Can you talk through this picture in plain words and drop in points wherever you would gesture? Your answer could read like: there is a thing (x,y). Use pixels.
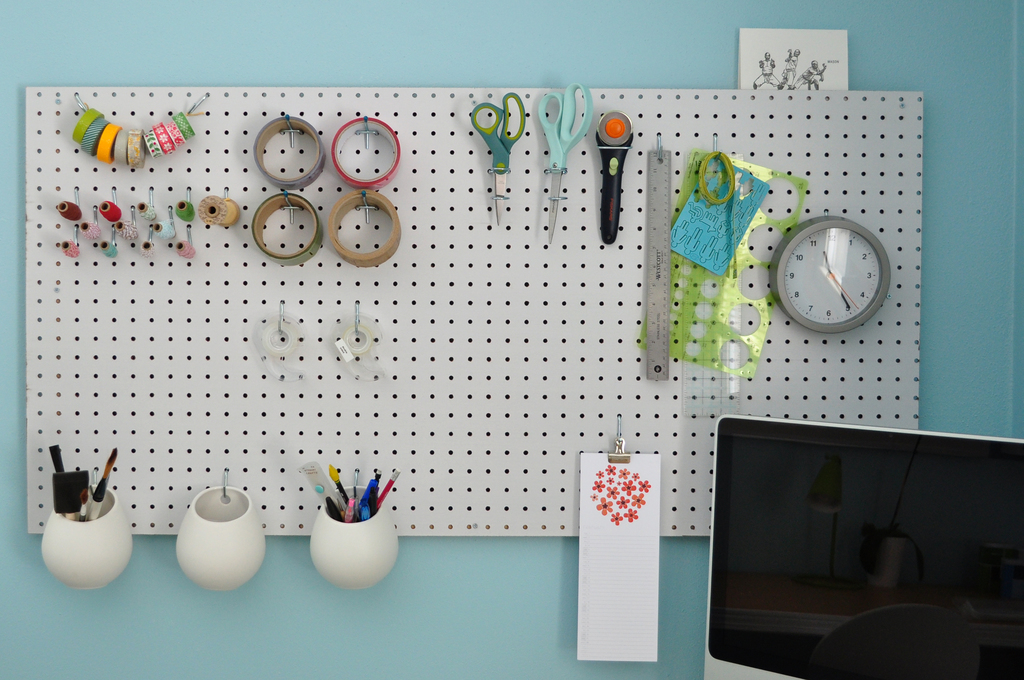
In the image we can see there are tape (273,203), scissors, clock (805,309), monitor (765,546), threads (107,218), pen stand (365,529) and pad (599,594) kept on the board (566,271) and the board (541,437) is kept on the wall (503,83).
